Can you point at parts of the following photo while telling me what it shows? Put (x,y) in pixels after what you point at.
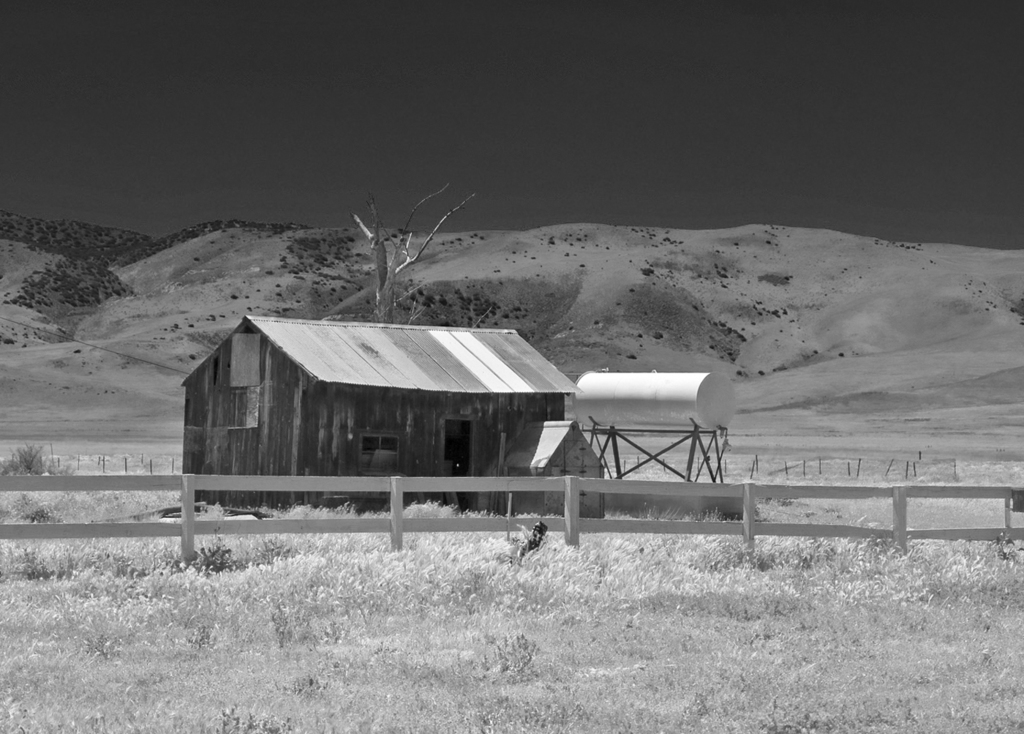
In this image I can see the railing (654,485), shed (436,422) and an object (626,425) on the metal stand (692,447). I can see the grass (342,628). In the background (327,307) I can see the tree (390,313), mountains (323,270) and the sky (607,119).
